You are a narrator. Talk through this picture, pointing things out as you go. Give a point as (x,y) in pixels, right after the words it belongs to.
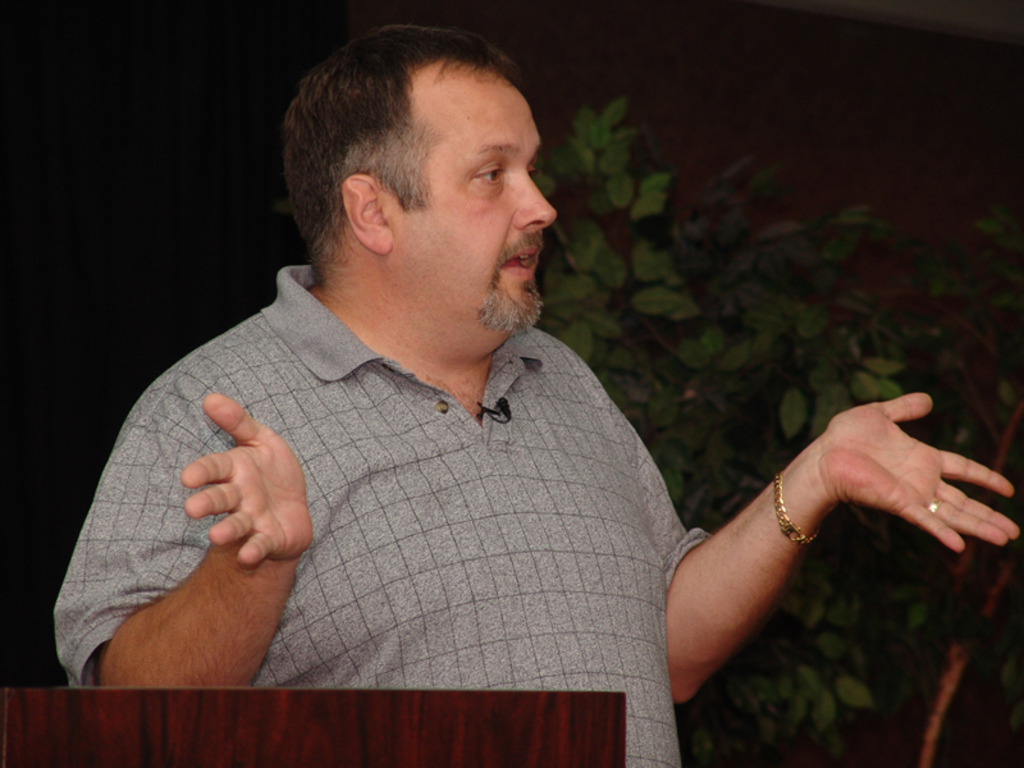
Here a man (298,602) is showing his hands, he wore a t-shirt (503,515), on the right side (862,218) there are plants (743,430).
